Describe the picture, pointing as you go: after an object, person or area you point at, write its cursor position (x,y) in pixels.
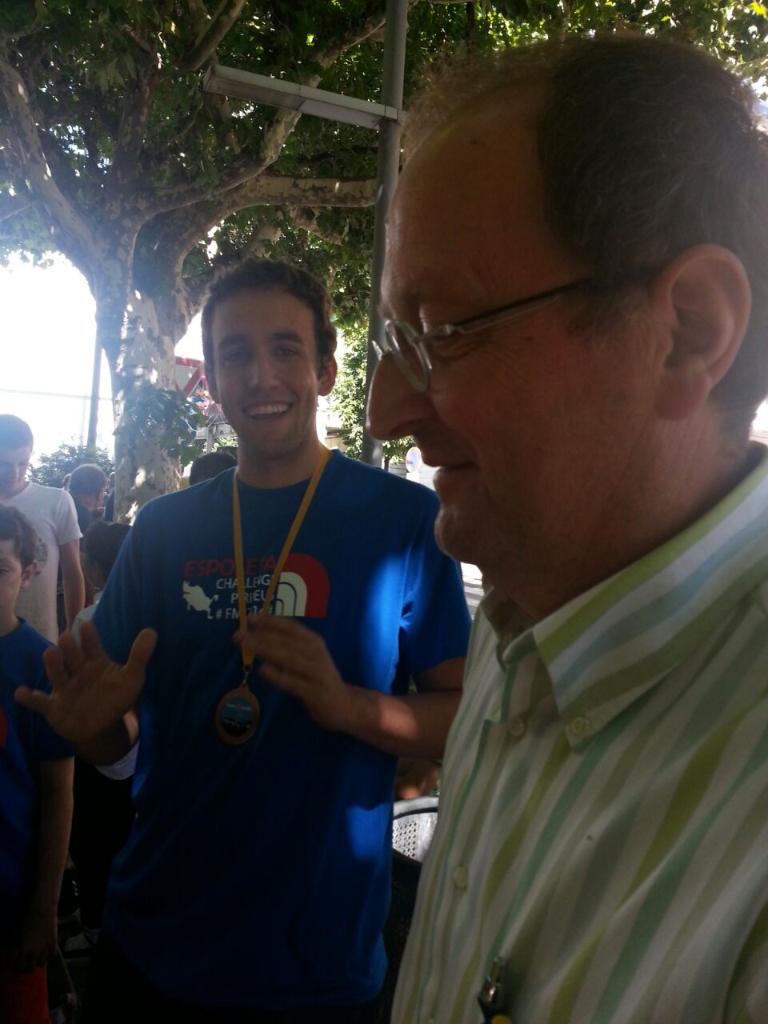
In this image in front (703,815) there are two people (293,416) wearing a smile on their faces (240,361). Behind them there are a few other people (102,560). In the background of the image (260,119) there are trees (279,48). There are poles (209,81), boards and sky (46,294).
